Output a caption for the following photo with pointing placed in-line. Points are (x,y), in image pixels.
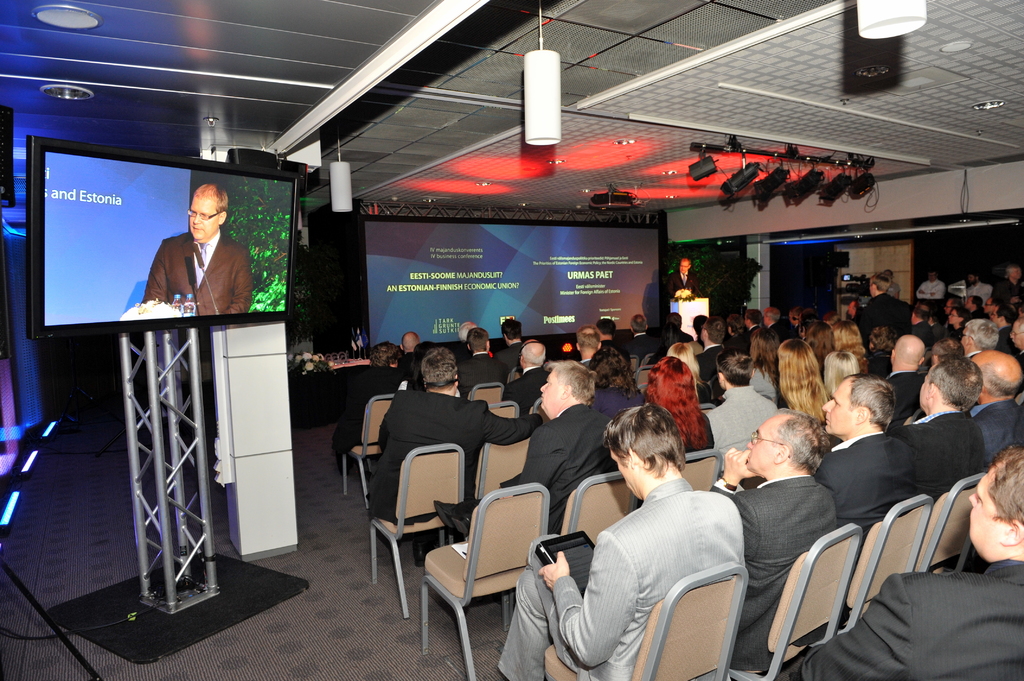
In this picture we can see man (685,263) standing at podium (675,305) and talking and in front of him there is a group of people (729,365) sitting on chair (497,394) and looking at him and in background (639,247) we can see screen (469,293).
